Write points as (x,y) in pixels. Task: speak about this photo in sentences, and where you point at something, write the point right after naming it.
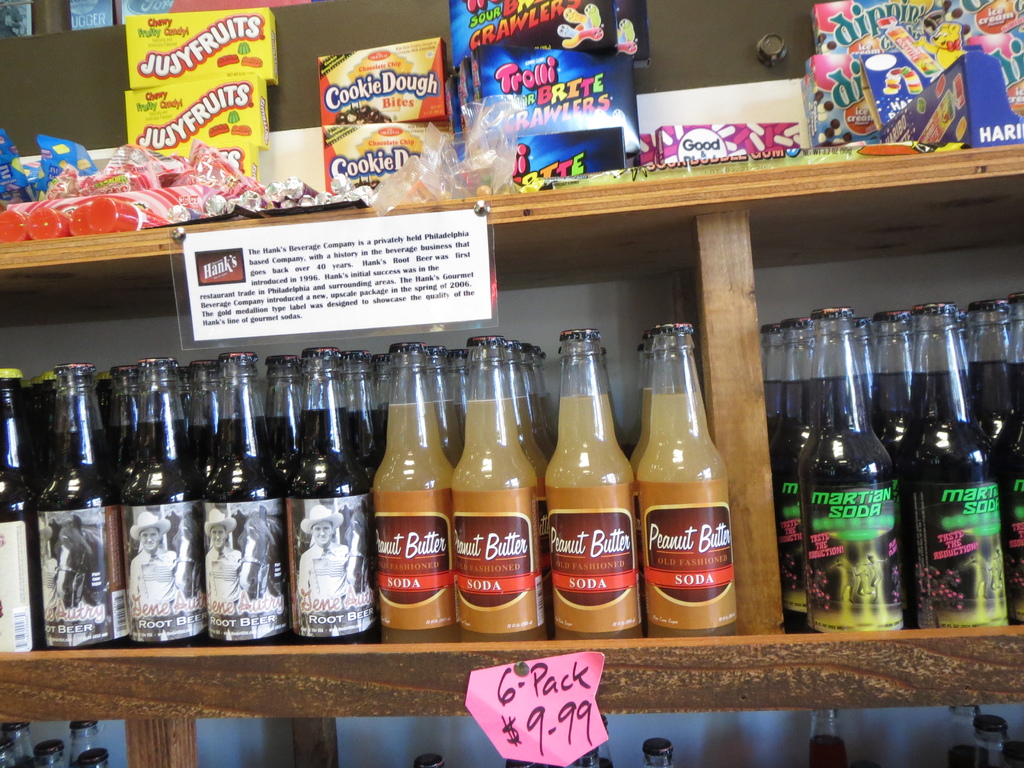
Here we can see a rack (854,647) and in the rack (767,474) we can see few bottles (512,535) which are arranged in a sequence manner and we can see candies (531,98) at the top (571,158). This is a price tag (589,721). This is a note (340,278).
